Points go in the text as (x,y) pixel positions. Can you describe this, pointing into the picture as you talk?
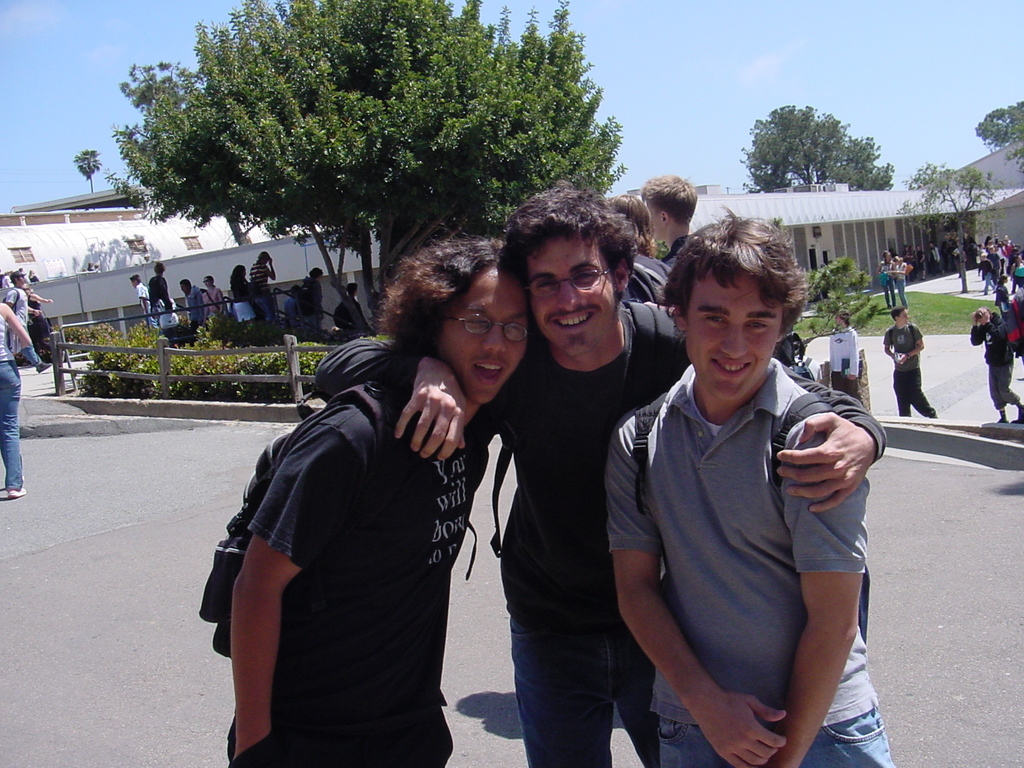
This picture is clicked outside. In the center (378,410) we can see the group of persons (520,406) wearing t-shirts (673,437), backpacks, smiling and standing on the ground (908,508) and we can see the group of people (27,306), plants (281,371), fence (296,370) and some other items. In the background (432,156) there is a sky (698,81), trees (946,215) and houses (909,214).
